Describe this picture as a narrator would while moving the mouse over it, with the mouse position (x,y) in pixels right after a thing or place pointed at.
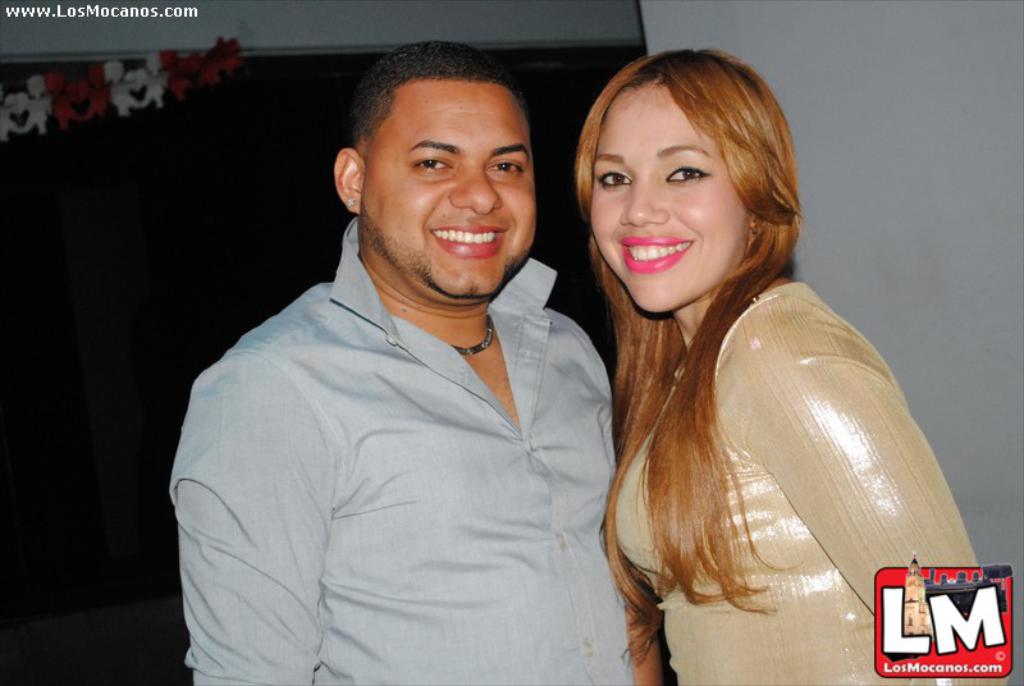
This picture is clicked inside the room (200,232). The man (343,471) in the blue shirt (424,473) is standing beside the woman (745,439) who is wearing gold color dress (774,349). Both of them are smiling. They are posing for the photo. Behind them, we see a white wall (846,134) and in the background (141,160), it is black in color.
